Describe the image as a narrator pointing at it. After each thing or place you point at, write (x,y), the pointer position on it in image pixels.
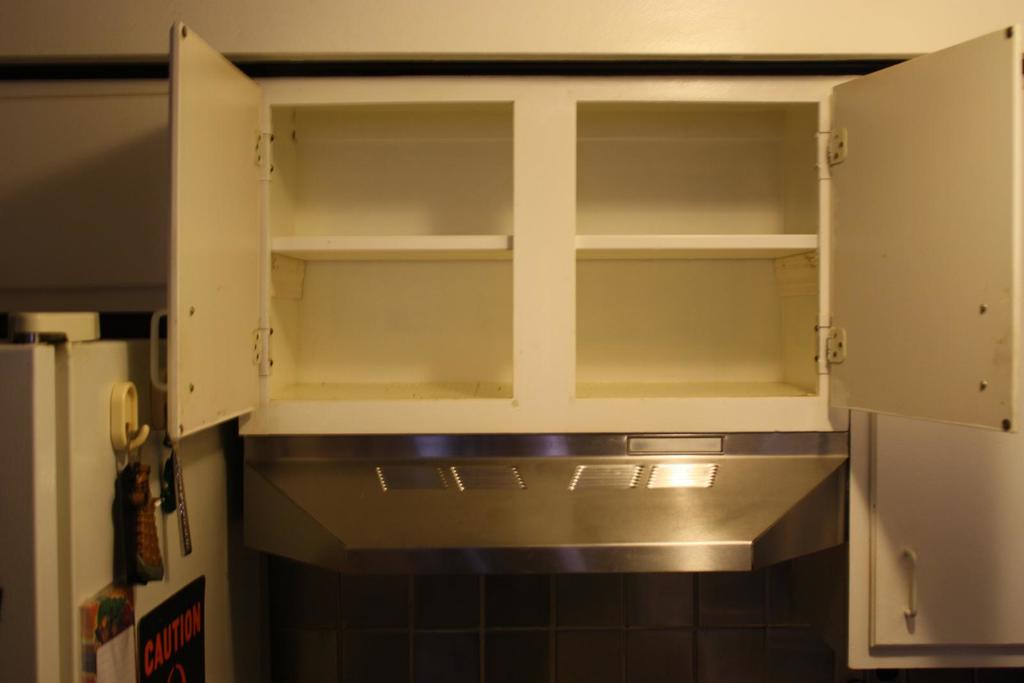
In this image we can see a cupboard (274,236) with doors (230,226). On the left side (85,473) there is a fridge (11,530). On that there is a board (173,625) with something written. Also there are few other things (130,488). In the back (736,580) there is a wall (633,616).
